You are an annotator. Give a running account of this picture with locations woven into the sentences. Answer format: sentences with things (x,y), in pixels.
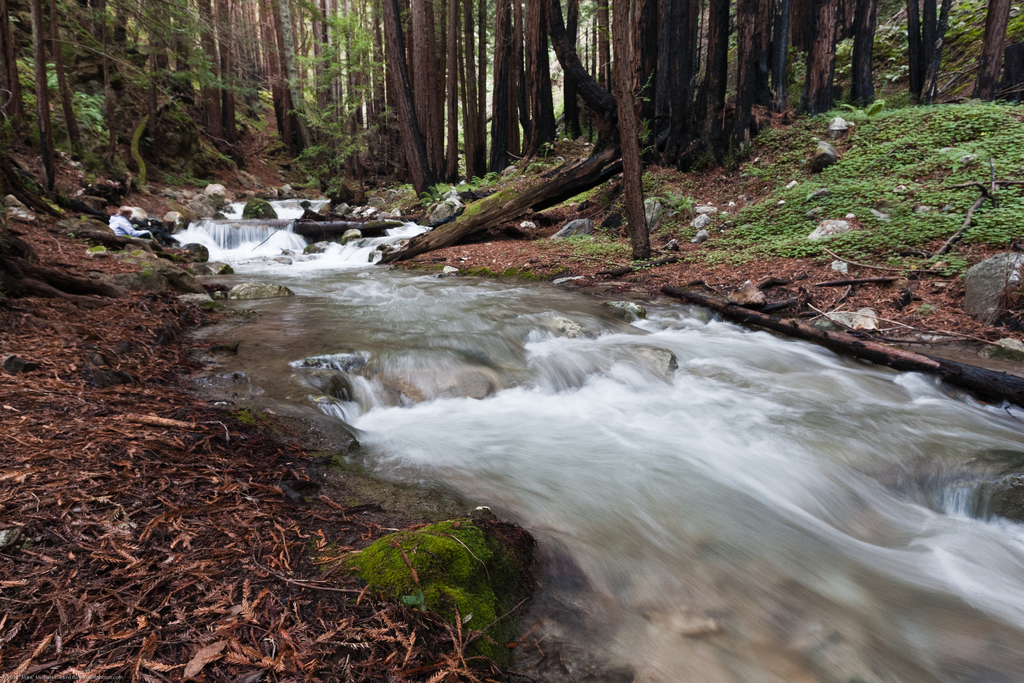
Here there is water (681,473) and here there are trees (569,122).
